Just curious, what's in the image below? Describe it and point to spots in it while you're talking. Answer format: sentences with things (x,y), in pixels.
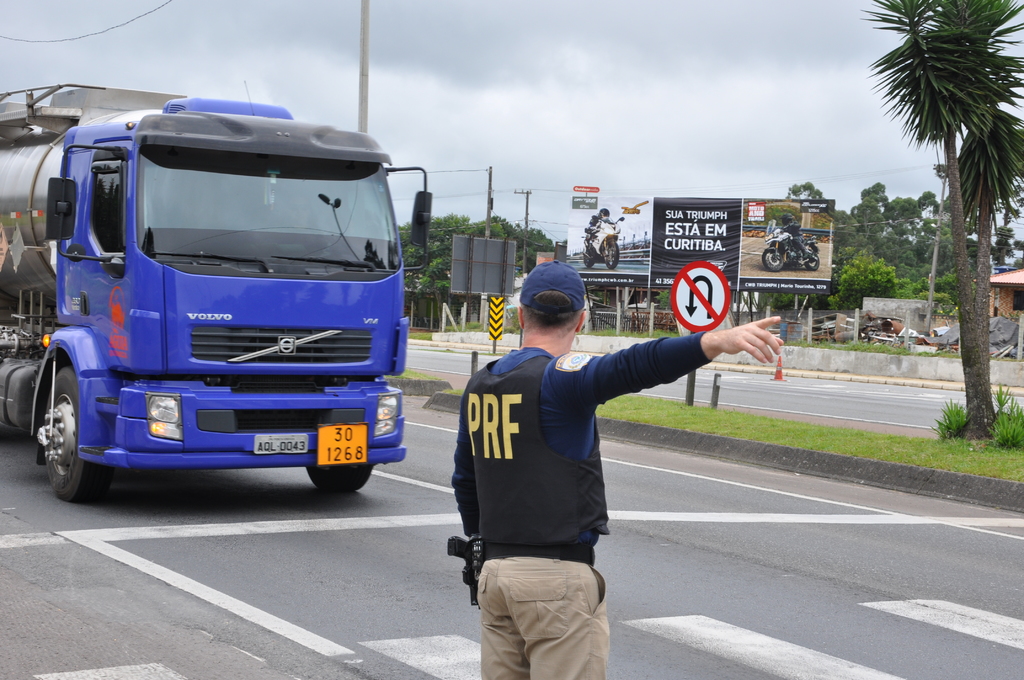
In this picture I can observe a person (513,454) standing in the middle of the picture (517,406). He is wearing black color vest (504,483) and blue color cap (535,281) on his head (566,316). On the left side (236,326) there is a blue color lorry (149,297) on the road (302,501). I can observe posters (669,252) and trees (428,266) in the background (827,270). There are some clouds (487,82) in the sky (618,82).
